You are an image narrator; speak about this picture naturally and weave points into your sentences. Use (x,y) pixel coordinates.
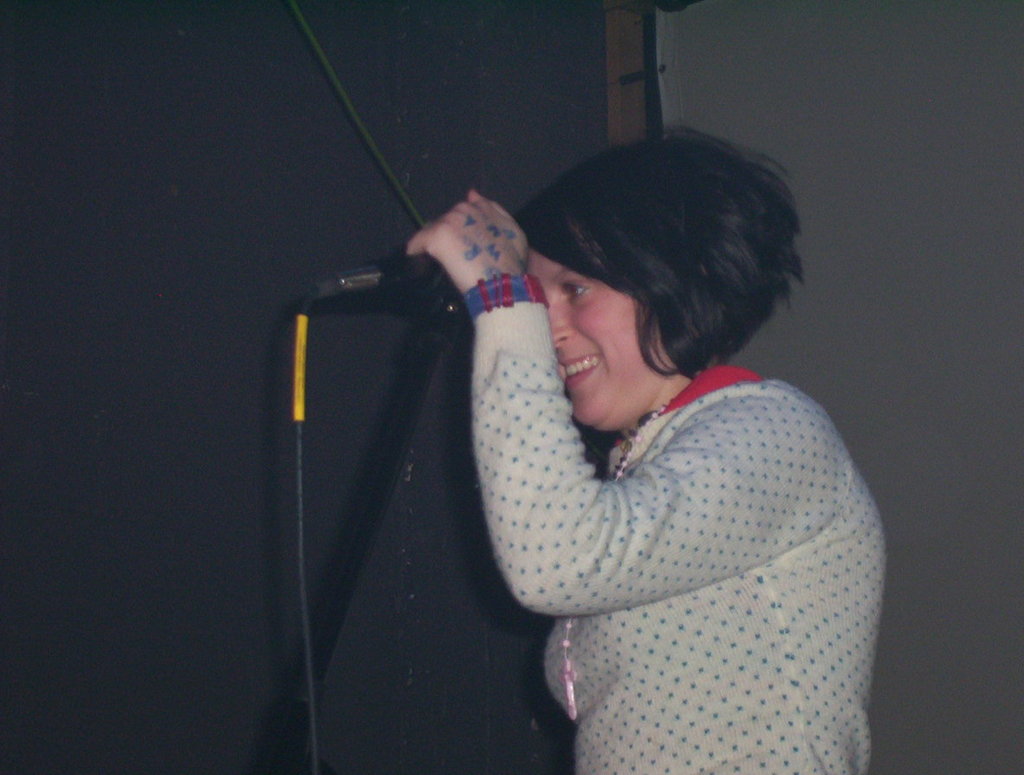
In this image I can see a woman (568,542) standing in front of a mike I can see a wall (891,269) behind her.
